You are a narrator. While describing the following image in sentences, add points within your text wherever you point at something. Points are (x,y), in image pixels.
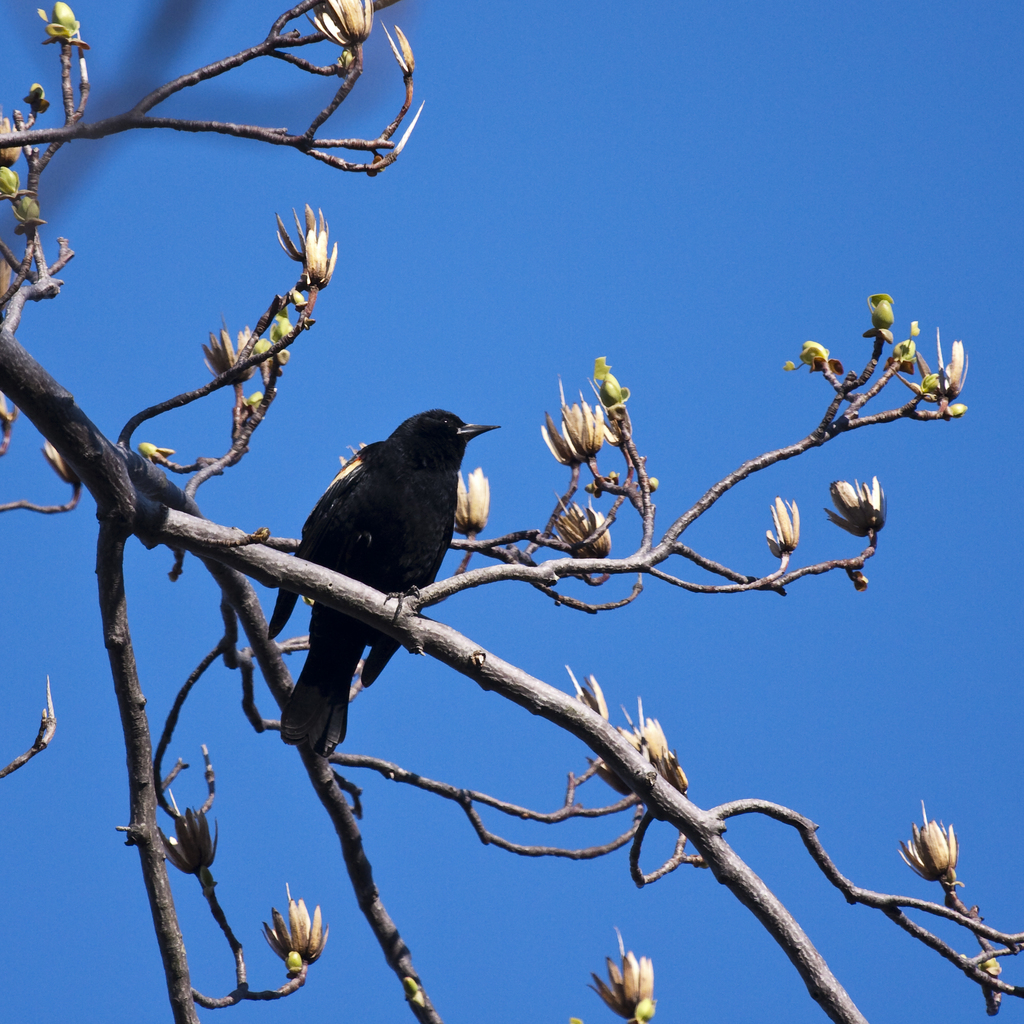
This image consists of a bird (357,635) in black color. It is on the stem (162,534) of a tree (564,549). And we can see some flowers (463,518). In the background (535,287), there is sky (530,313) in blue color.
